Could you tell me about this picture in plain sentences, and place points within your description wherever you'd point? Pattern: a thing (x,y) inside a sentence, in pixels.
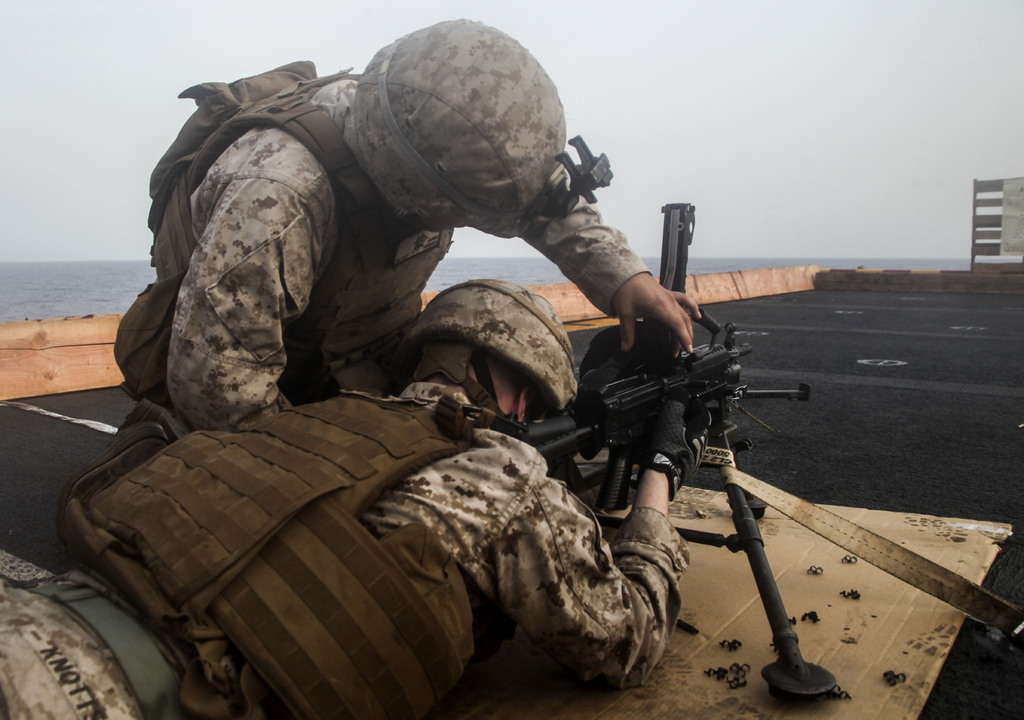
In the center of the image (586,280) there are two people (606,650) wearing a uniform (470,486) and using a weapon (682,261). In the background of the image (695,268) there is water (467,271). There is sky (618,180).
